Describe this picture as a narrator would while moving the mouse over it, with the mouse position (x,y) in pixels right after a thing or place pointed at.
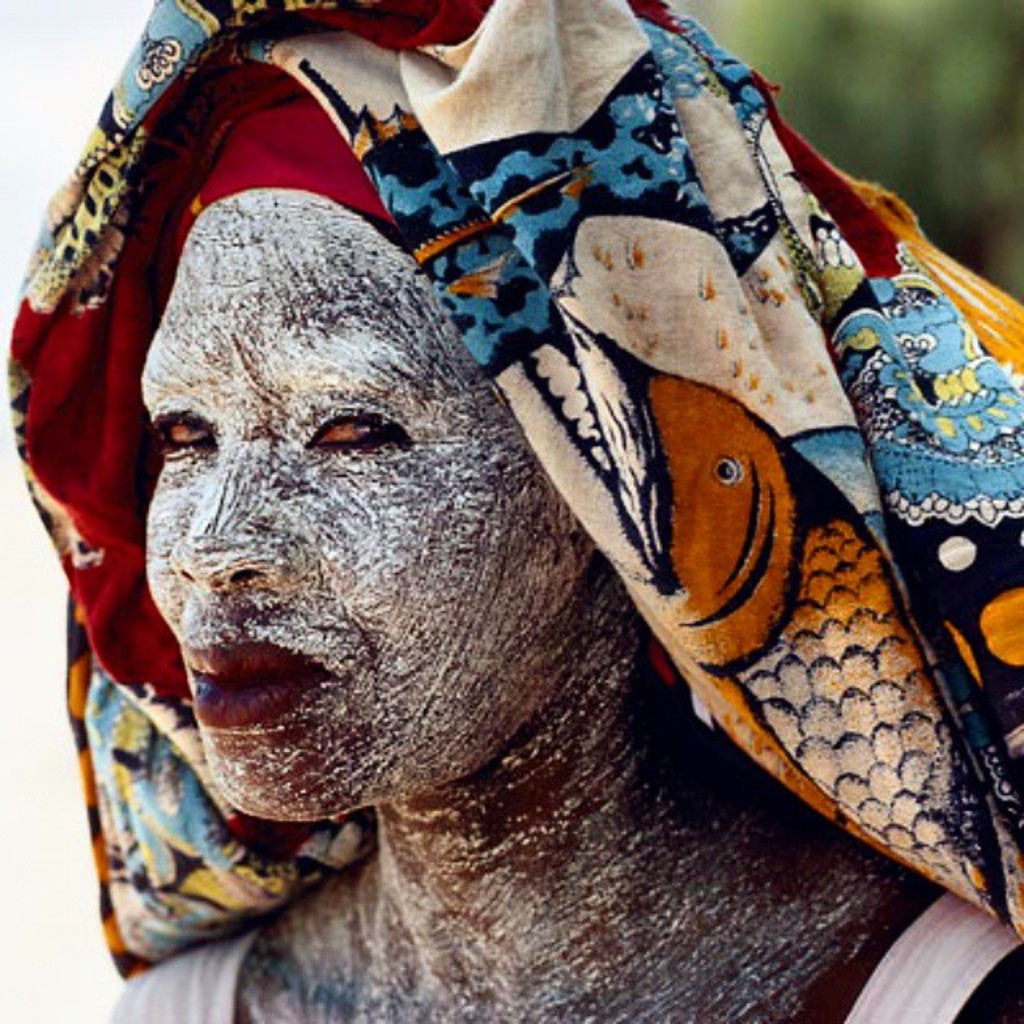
In this picture there is a person (603,574) with white dress (948,992) and there is a white painting (472,435) on the face (497,455) and there is a cloth (130,303) on the head (324,251). At the back (954,46) the image is blurry.
